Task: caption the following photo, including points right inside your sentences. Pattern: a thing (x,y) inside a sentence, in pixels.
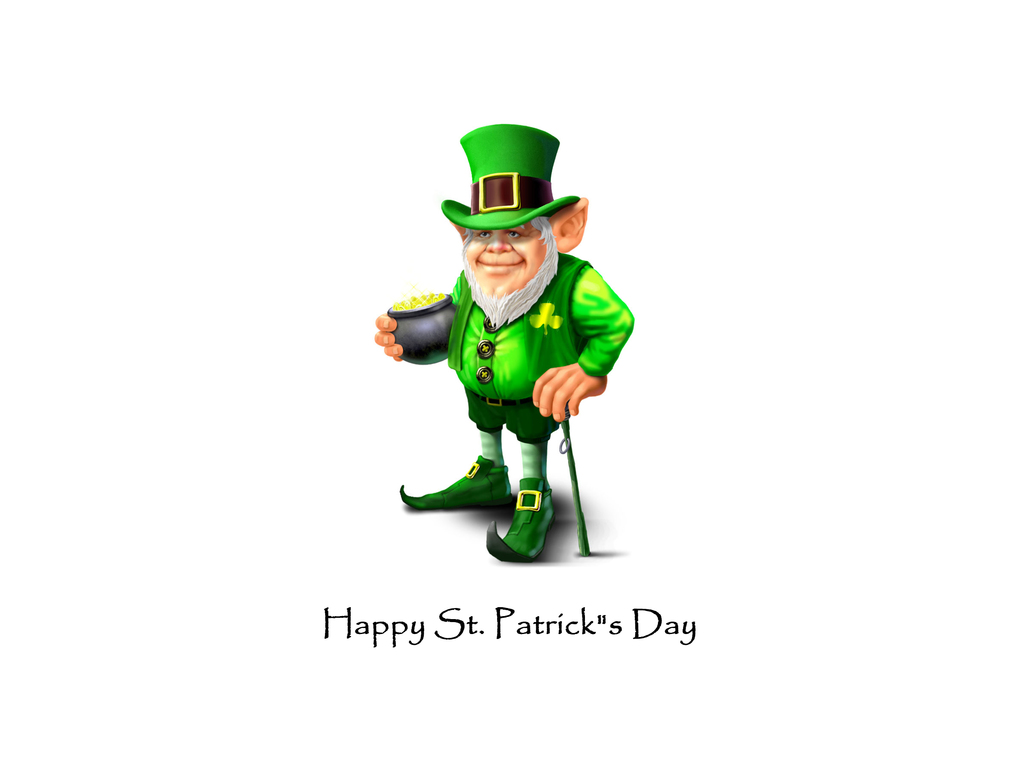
In this image I see an animated picture of a man (560,288) who is wearing green dress (556,310) and I see that he is wearing a hat (525,131) which is of green in color and I see that he is holding a stick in one hand (540,409) and a pot (426,305) in other hand (390,317) and I see words (432,612) written over here and it is white in the background (595,208).
